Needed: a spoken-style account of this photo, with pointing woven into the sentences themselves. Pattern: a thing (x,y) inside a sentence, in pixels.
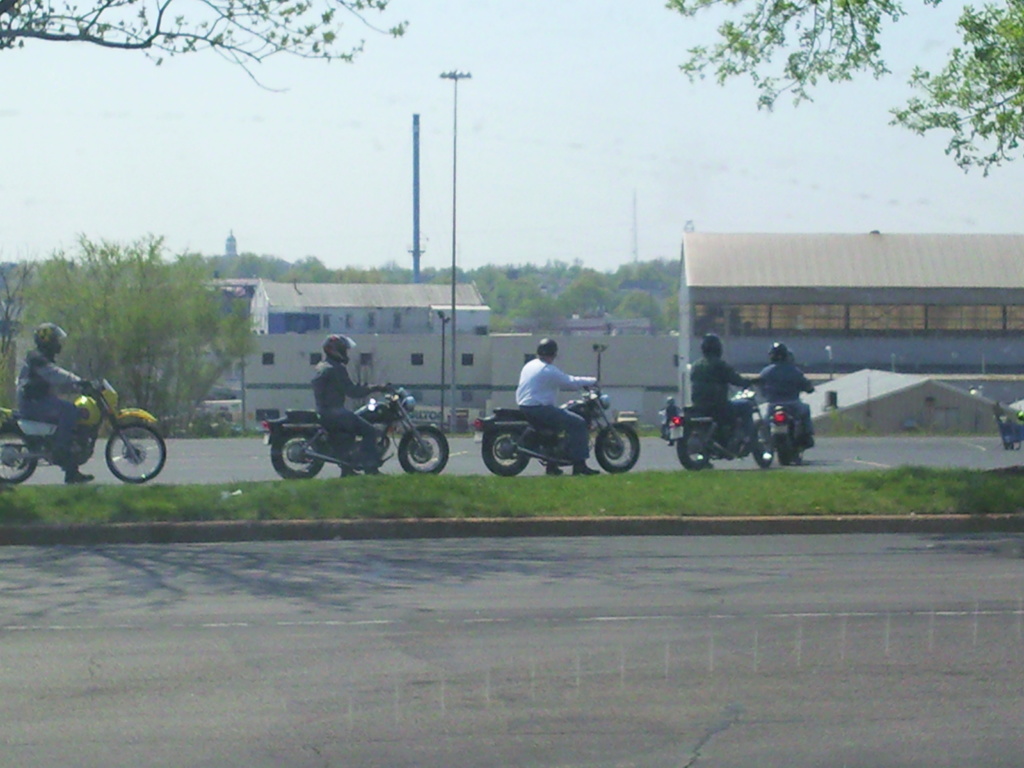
In this image we can see these people (68,469) are riding on the bikes (697,419). In the background (881,419) we can see buildings (445,301) and trees (204,320).
